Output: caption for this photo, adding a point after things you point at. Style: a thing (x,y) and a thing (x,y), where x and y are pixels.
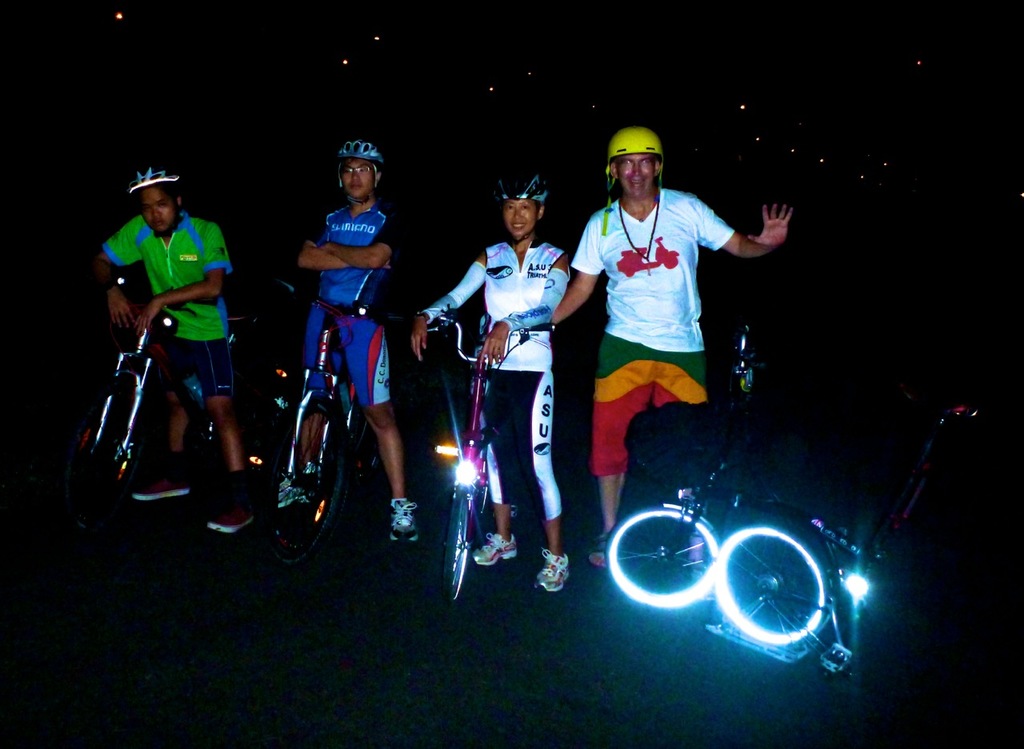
In this image in the center (553,316) there are four people (233,434) who are standing and they are holding cycles (122,403) and they are wearing helmets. On the right side (779,601) there is another cycle (763,590) and lights (741,620), at the bottom (467,665) there is a walkway (674,706).
